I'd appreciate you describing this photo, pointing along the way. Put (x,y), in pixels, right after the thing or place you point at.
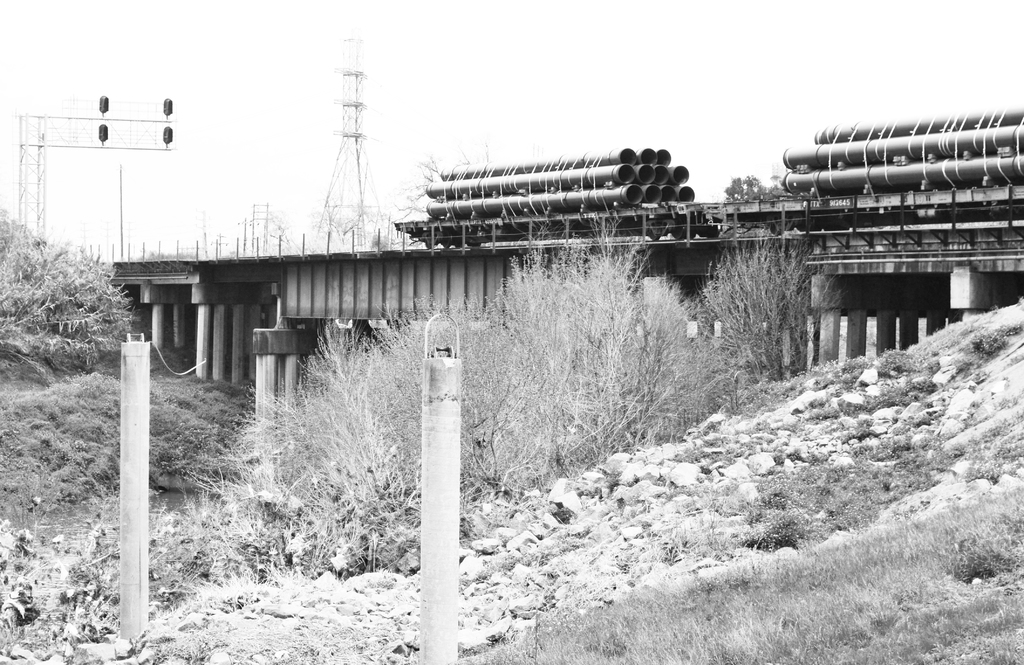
It is the black and white image in which there is a bridge (344,284) in the middle (357,293). On the bridge (442,289) there is a train (907,190). On the train (829,155) there are pipes (633,169) which are tied with the ropes (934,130). At the bottom (539,518) there are stones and small plants (647,366). In the background (352,159) there is a tower (343,105). On the left side (78,130) there are signal lights (106,102) on a frame (109,120). At the bottom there are two poles (141,483).
